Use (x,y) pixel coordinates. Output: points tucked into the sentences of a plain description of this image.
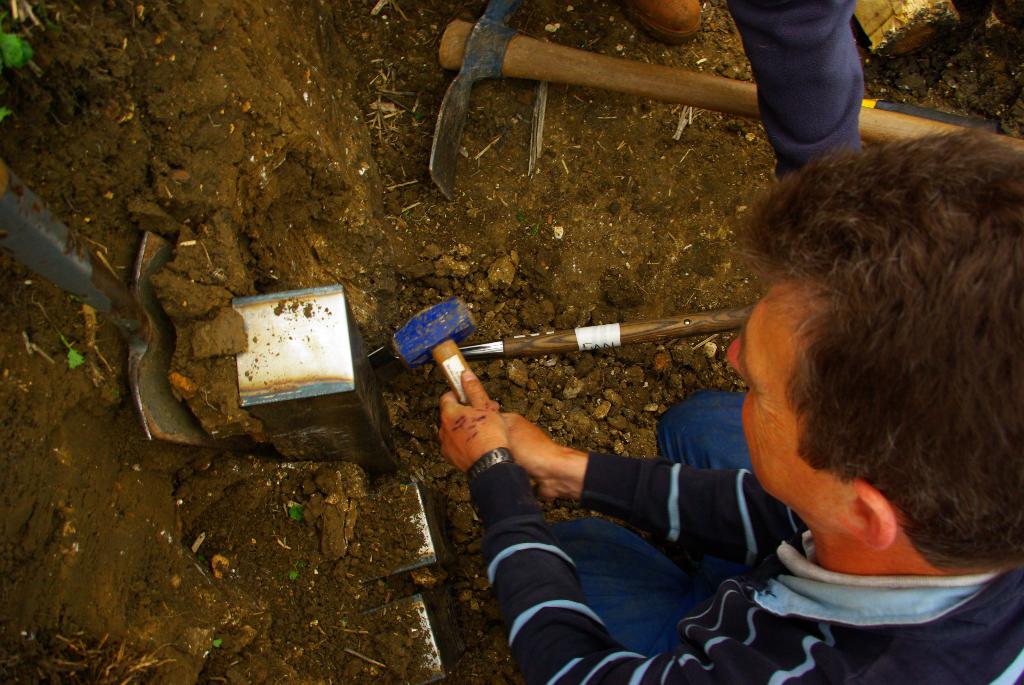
Here we can see a person (559,648) holding a hammer (455,308) with his hands (529,463). There are tools (693,85) on the ground (534,236).
